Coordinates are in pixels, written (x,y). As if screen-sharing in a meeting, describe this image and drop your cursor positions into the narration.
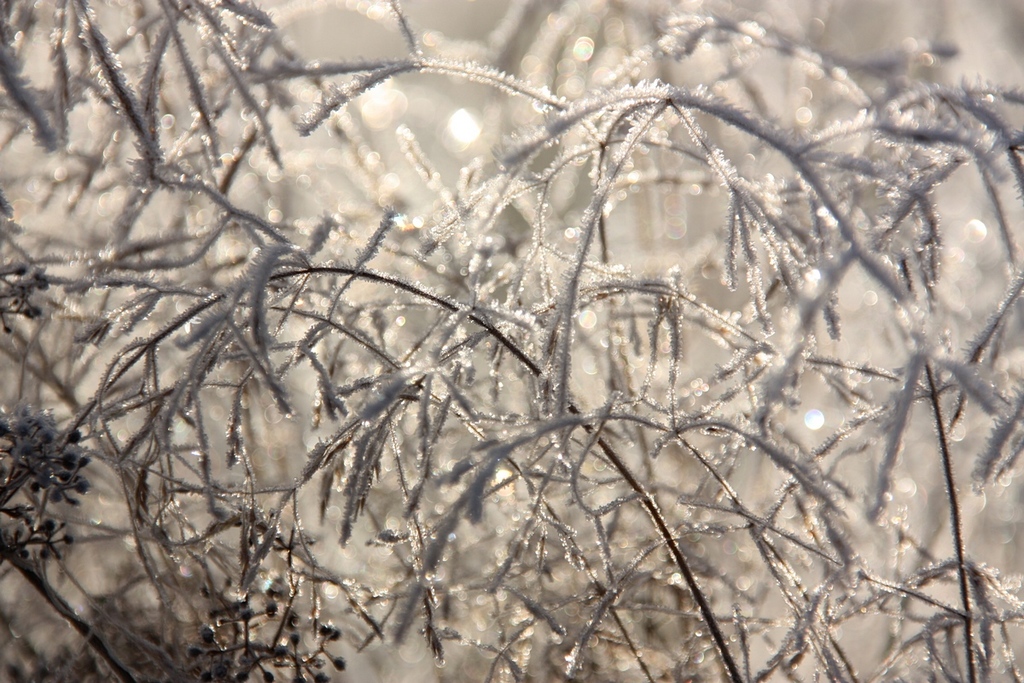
In this image we can see a group of plants (670,387).
